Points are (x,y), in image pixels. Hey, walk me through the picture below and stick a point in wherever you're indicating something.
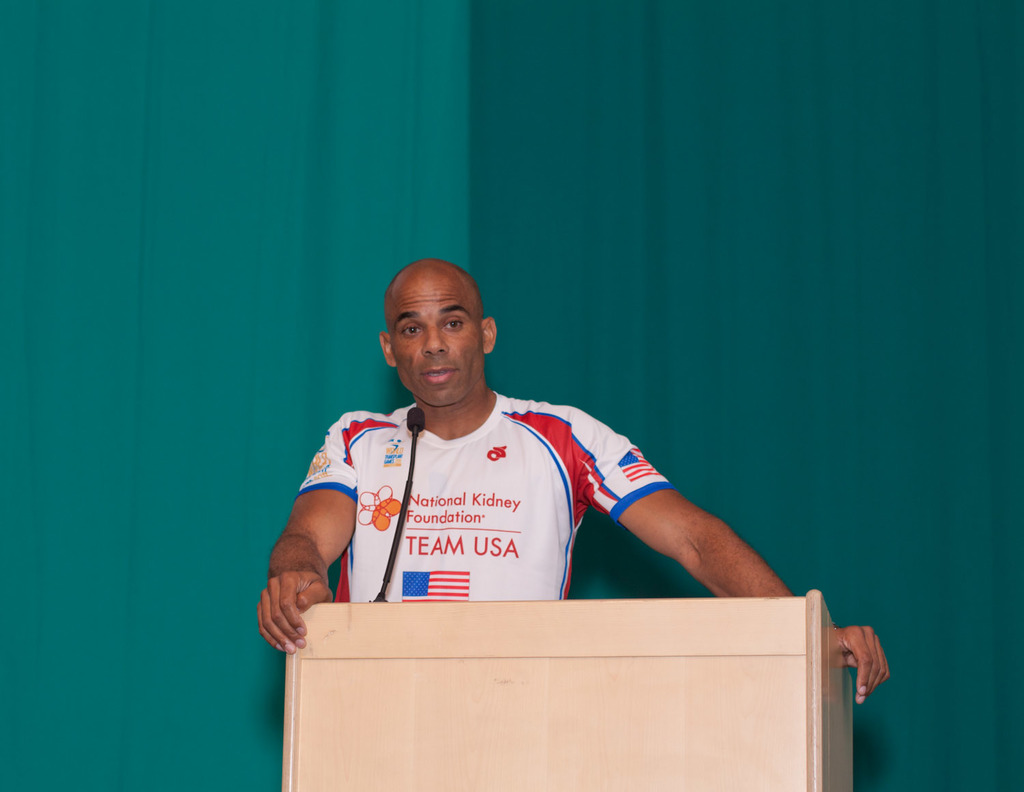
In this image we can see a person (536,592), podium (481,641) and a microphone (414,447). In the background of the image (930,61) there is a wall (92,190).
